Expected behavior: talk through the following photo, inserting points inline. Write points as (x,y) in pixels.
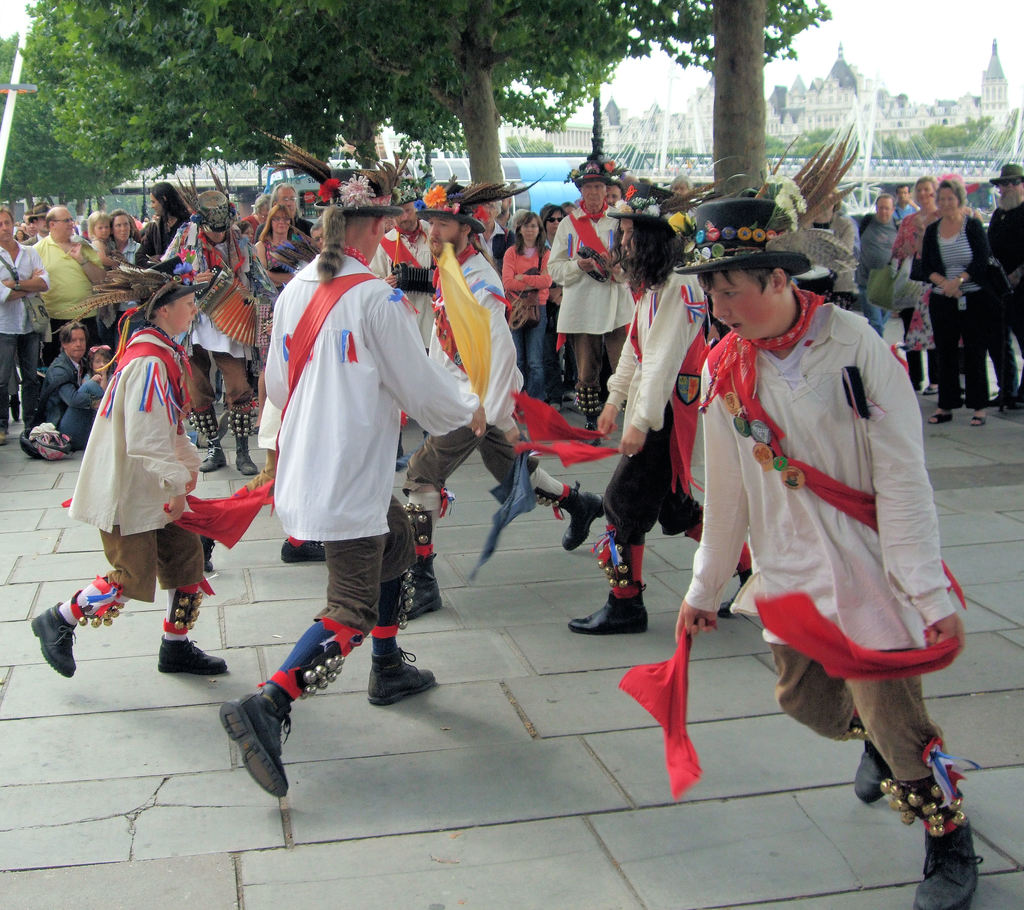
In this picture we can see some people (506,470) are performing in the front (449,428), they are holding cloths (258,497), in the background (955,239) there are some people (918,233) standing, we can also see some trees (565,126) and buildings (797,102) in the background (319,105), there is the sky (911,28) at the right top of the picture (847,62), the people (779,426) in the front (762,375) wear caps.
